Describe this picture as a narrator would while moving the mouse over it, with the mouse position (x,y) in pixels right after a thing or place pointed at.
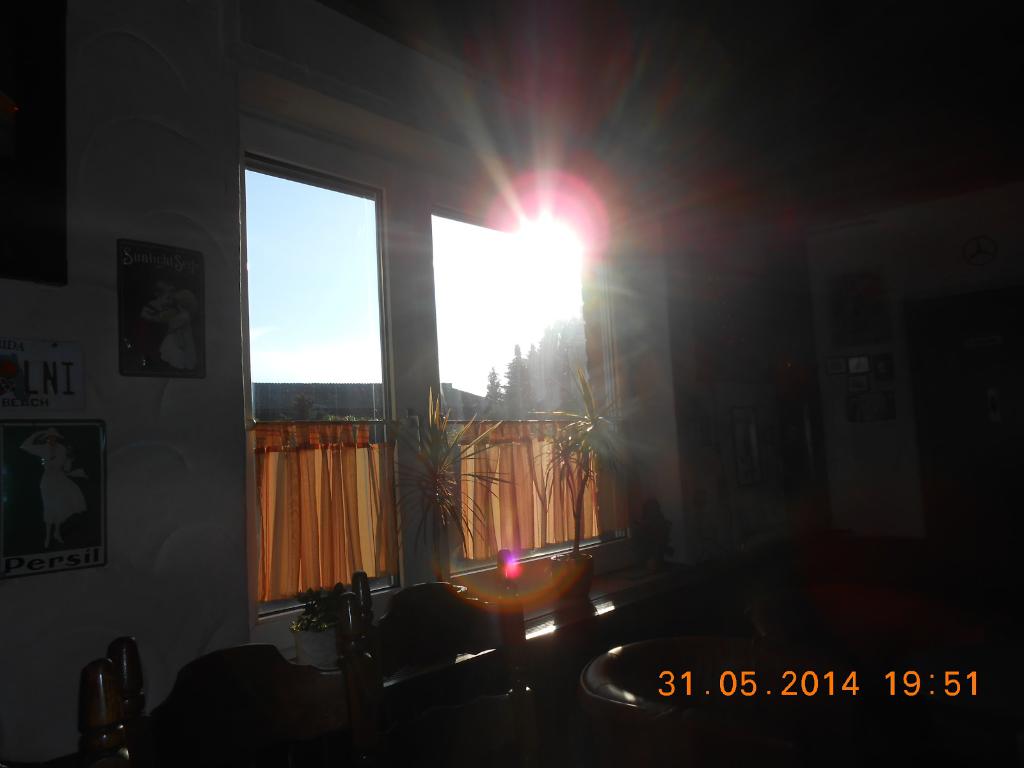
This image is clicked inside a room (893,497). In the center (394,450) there is a window (459,390). Near to the window (384,415) there are house plants (335,598). There are curtains (312,441) to the window (255,422). To the left of the window (337,286) there are posters (77,364) sticked on the wall (122,460). Outside the window (491,343) there are trees (528,369) and the sky (350,289). In the bottom right (787,675) there are numbers (906,684) on the image.
